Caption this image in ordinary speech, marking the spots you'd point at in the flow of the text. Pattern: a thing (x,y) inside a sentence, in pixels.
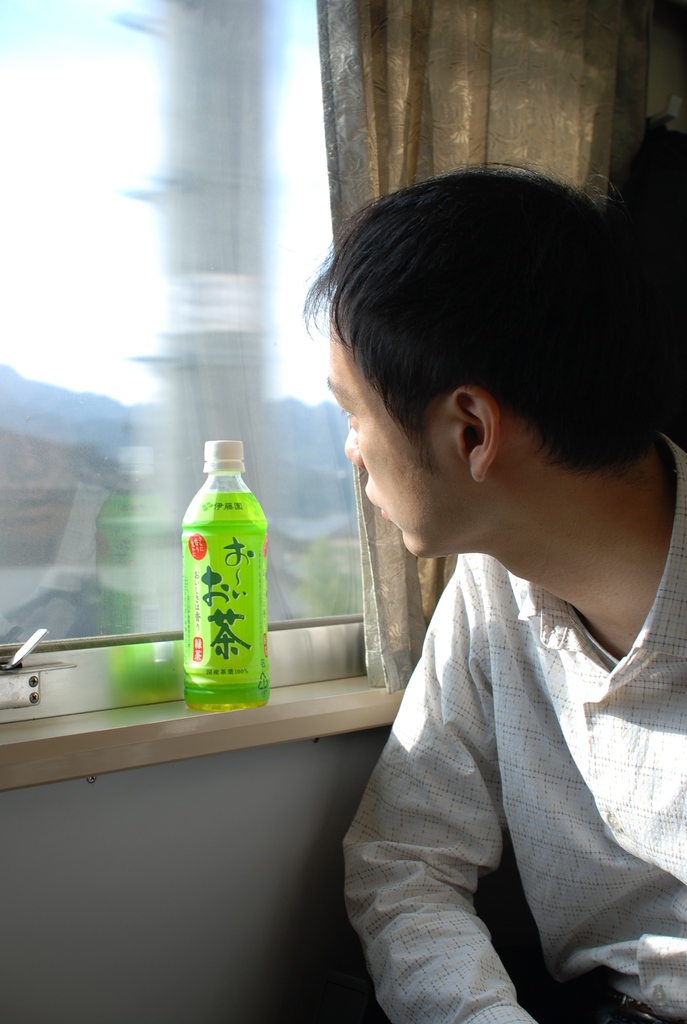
In this picture we can see a man (452,452) and there is a bottle (207,590). This is window (192,163) and there is a curtain (530,83).
